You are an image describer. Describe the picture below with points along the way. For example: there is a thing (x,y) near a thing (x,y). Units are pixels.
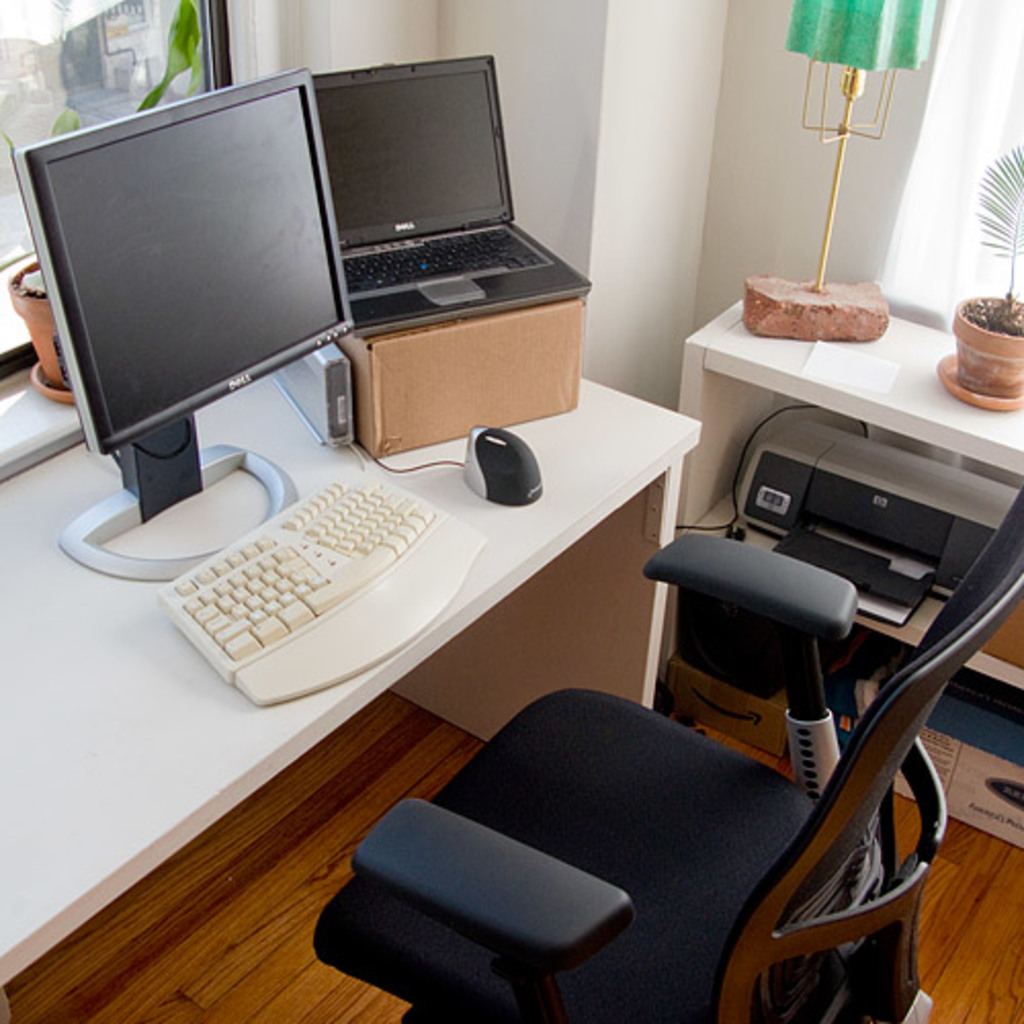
This picture shows a computer (289,131) and a laptop (553,292) on the table (1,486) and we see couple of plants (998,314) and a printer (794,555) and a chair (458,787).
